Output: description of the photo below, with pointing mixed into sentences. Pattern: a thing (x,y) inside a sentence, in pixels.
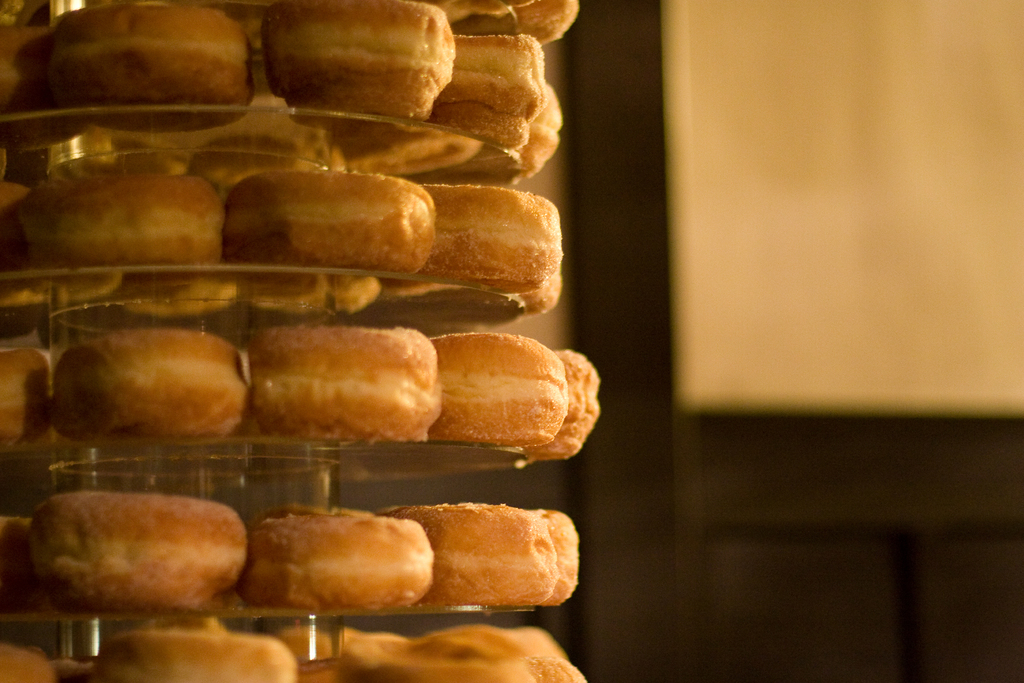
There are doughnuts (433,66) arranged on the circular shelves (255,154). In the background (662,120), there is a door (667,523) near the wall (527,487).
